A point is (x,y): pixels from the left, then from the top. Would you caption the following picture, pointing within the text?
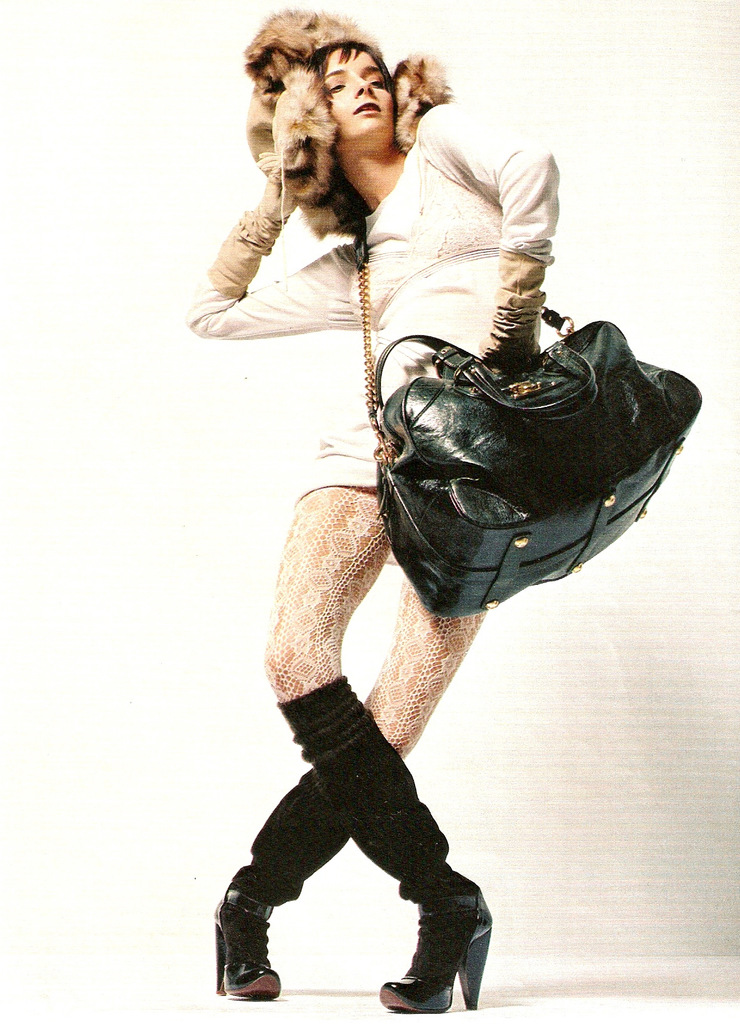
In this picture we can see a woman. She is carrying a bag (440,441).
